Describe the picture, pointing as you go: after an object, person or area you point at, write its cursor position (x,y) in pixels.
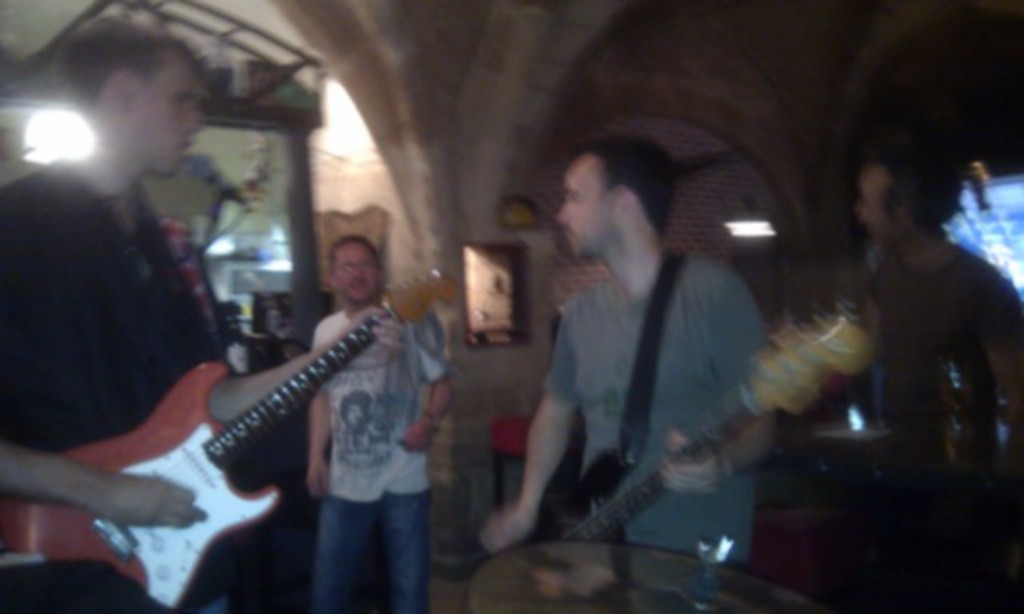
Here we can see a man (581,187) standing on the floor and holding a guitar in his hands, and in front (598,577) there is the table (618,596), and here a person (389,397) is standing and here a man (176,322) is standing and holding a guitar (181,403) in his hands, and here is the light (62,148), and here is the wall (711,229).
